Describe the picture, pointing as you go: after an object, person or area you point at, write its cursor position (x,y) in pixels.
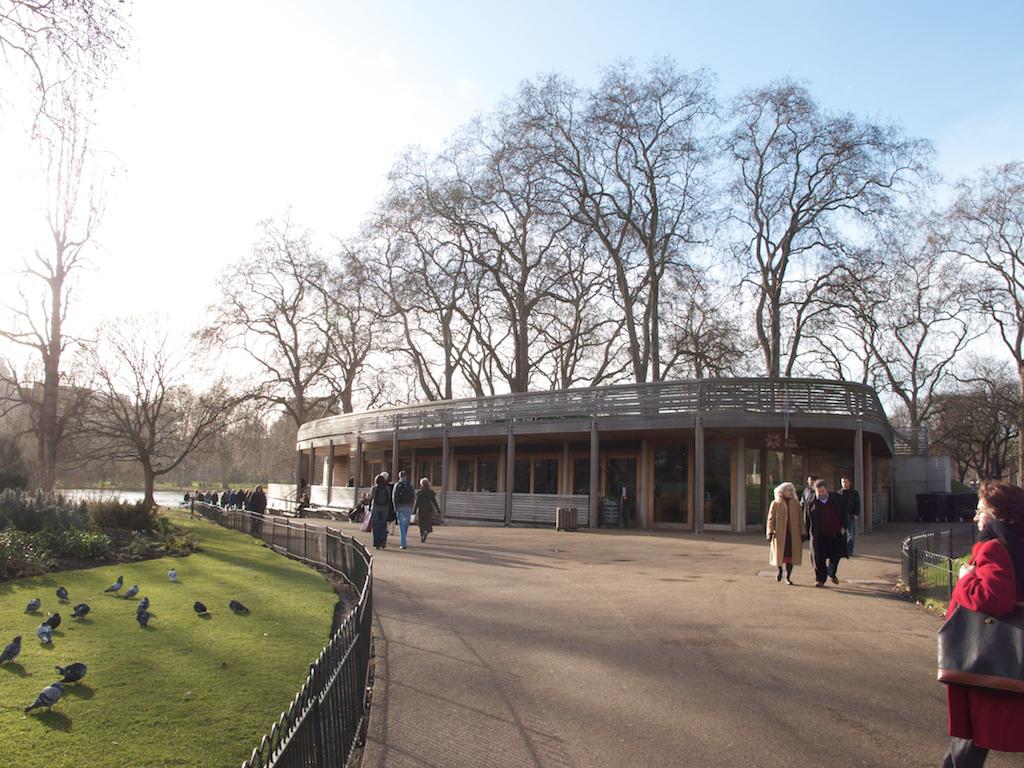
In the image we can see there are many people (782,536) around, they are walking, they are wearing clothes (793,547) and the right corner woman (957,602) is carrying a handbag (965,642). Here we can see there are many birds (57,689) on the grass (197,677). There are even plants (88,536), trees (414,352) and a pale blue sky (299,192). There is fence (355,588), footpath (438,564) and house (519,469).
